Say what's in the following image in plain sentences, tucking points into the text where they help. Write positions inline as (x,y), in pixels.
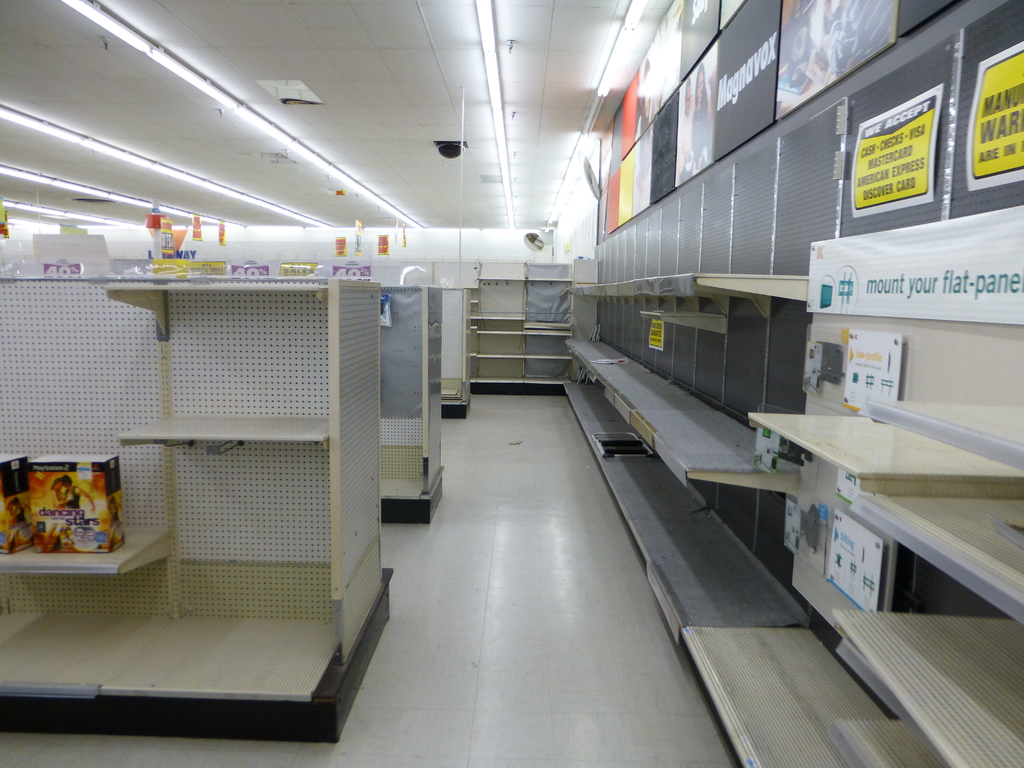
In this image we can see cupboards (780,747) and some objects (62,464) are placed here. Here we can see the banners (993,146) and the ceiling lights (44,119) in the background (626,207).
